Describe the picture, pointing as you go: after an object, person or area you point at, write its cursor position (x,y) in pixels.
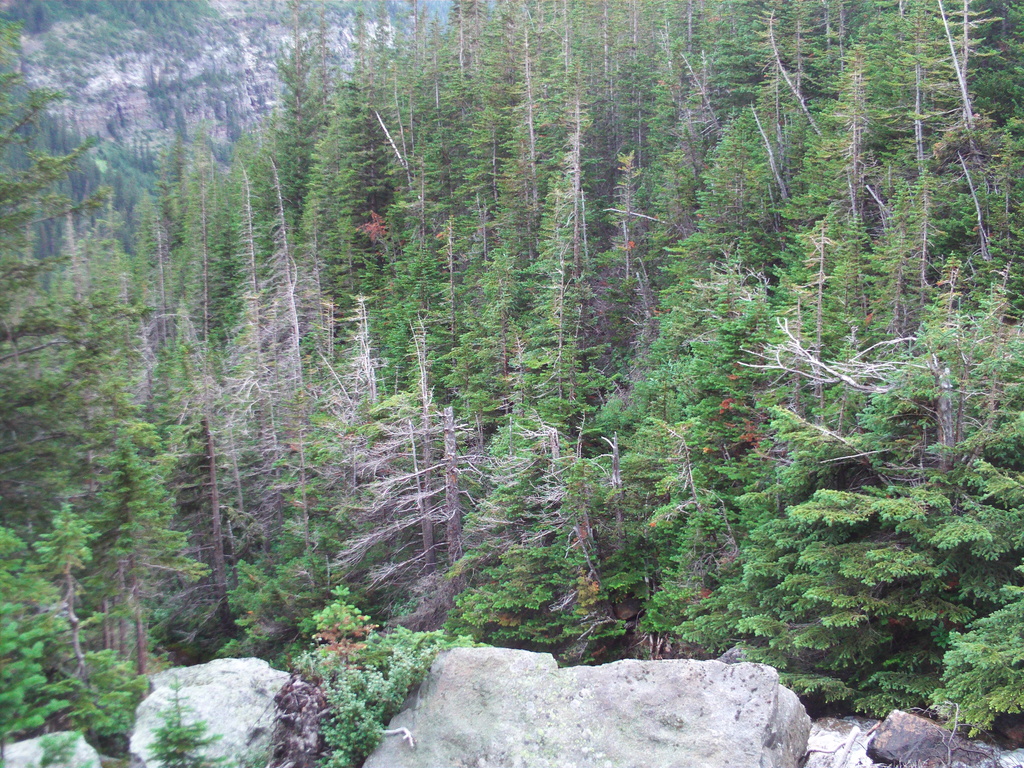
In this image we can see hills (79,103), trees (288,386), water (815,745) and rocks (894,752).
